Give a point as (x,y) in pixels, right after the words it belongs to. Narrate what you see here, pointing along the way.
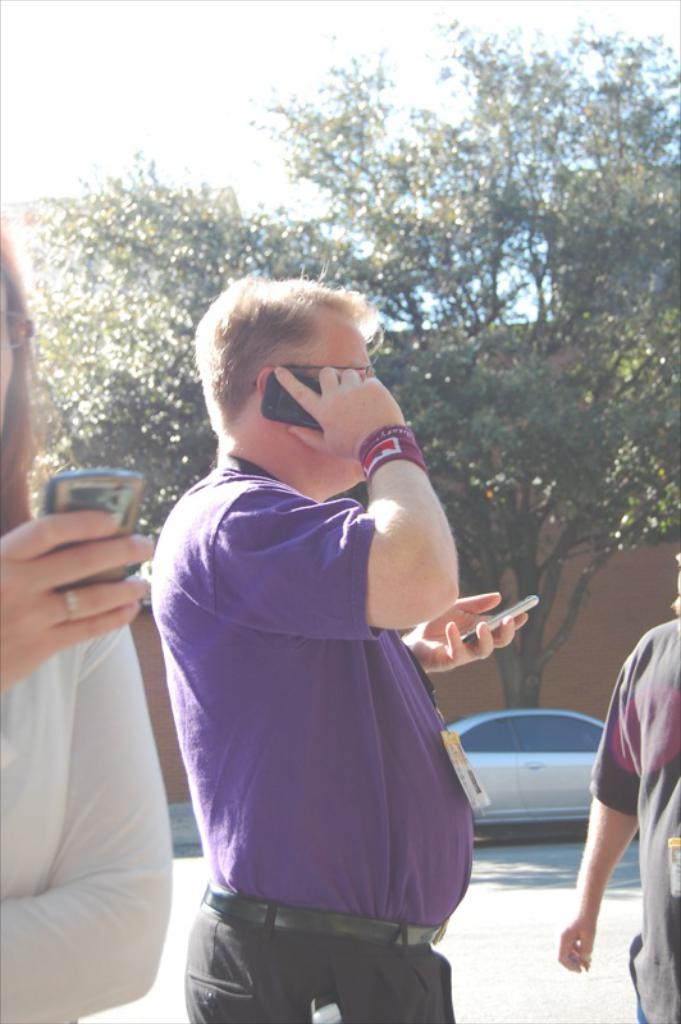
In this picture I can see there is a man (299,466) standing and he is wearing a shirt (330,893) and speaking in the smartphone (305,412) and holding another object (469,641) in his hand (427,652). There is a woman (43,712) standing at left (42,652) and there is a man (665,760) standing at right (674,635) and in the backdrop (481,404) there is a car (503,725) and there is a tree (679,370).
